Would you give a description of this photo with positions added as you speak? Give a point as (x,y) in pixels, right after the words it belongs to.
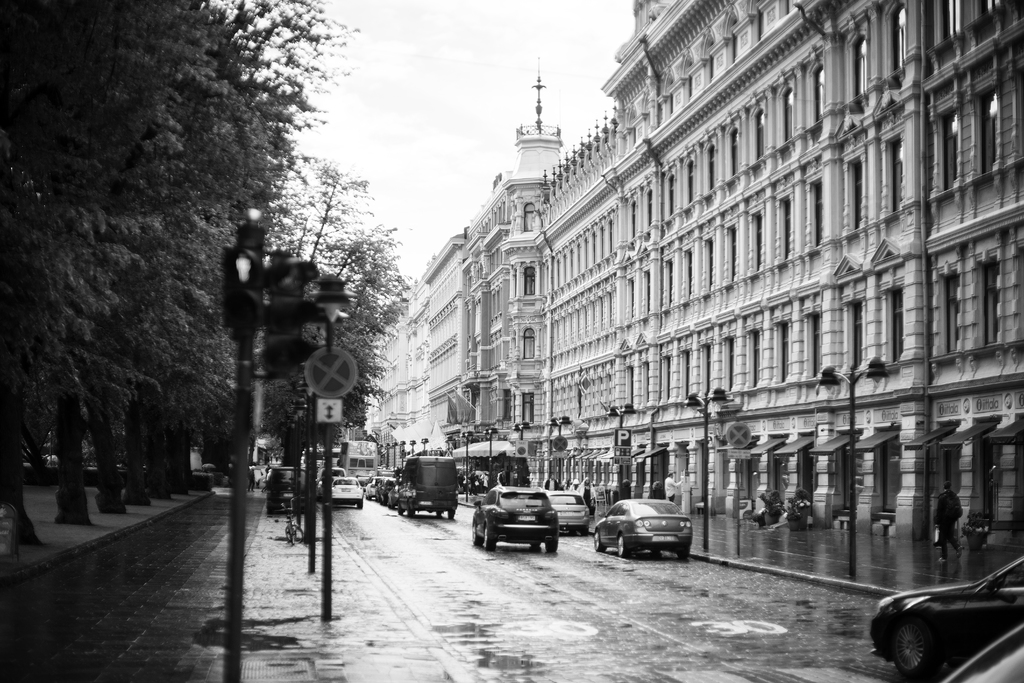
This is a black and white image. In this image we can see trees (129,218) on the left side (142,214). Near to the tree (141,214) there is a traffic signal (281,336) with pole (310,436). Also there is a sign board (308,380) with pole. There are vehicles (418,482) on the road (606,574). Also there are light poles (521,430). And there is a building (632,263) with pillars (833,294) and windows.
